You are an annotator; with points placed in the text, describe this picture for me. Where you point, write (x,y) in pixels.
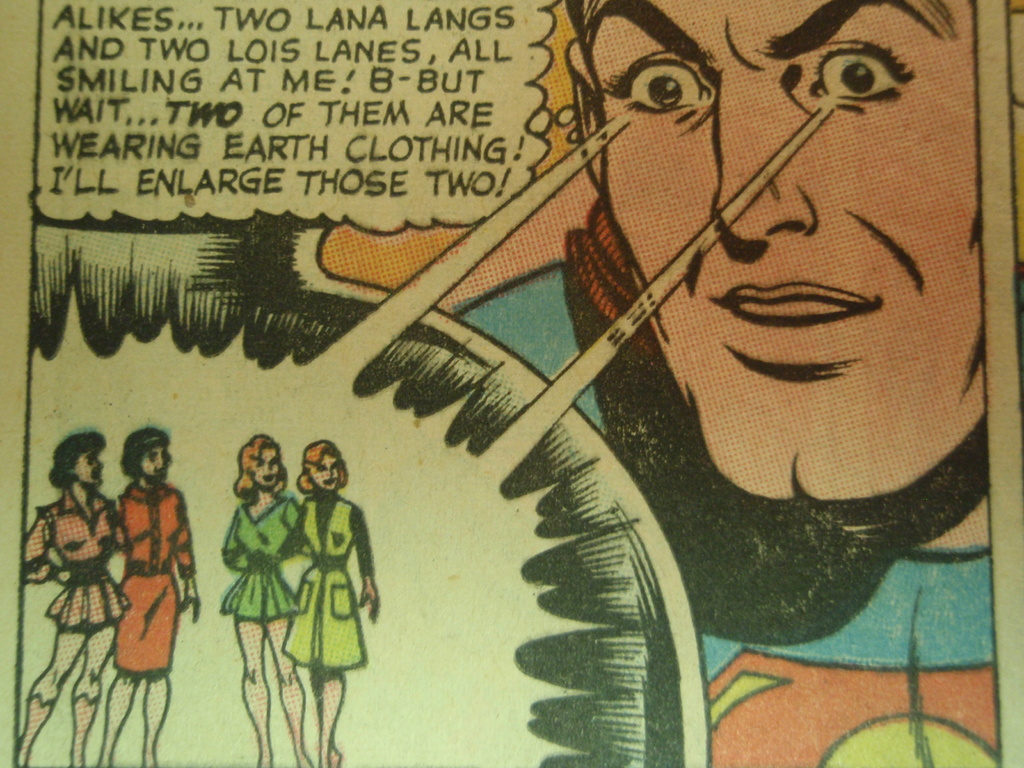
In the picture I can see few images (317,540) of different persons (156,439) and there is something written in the left top corner (217,91).
